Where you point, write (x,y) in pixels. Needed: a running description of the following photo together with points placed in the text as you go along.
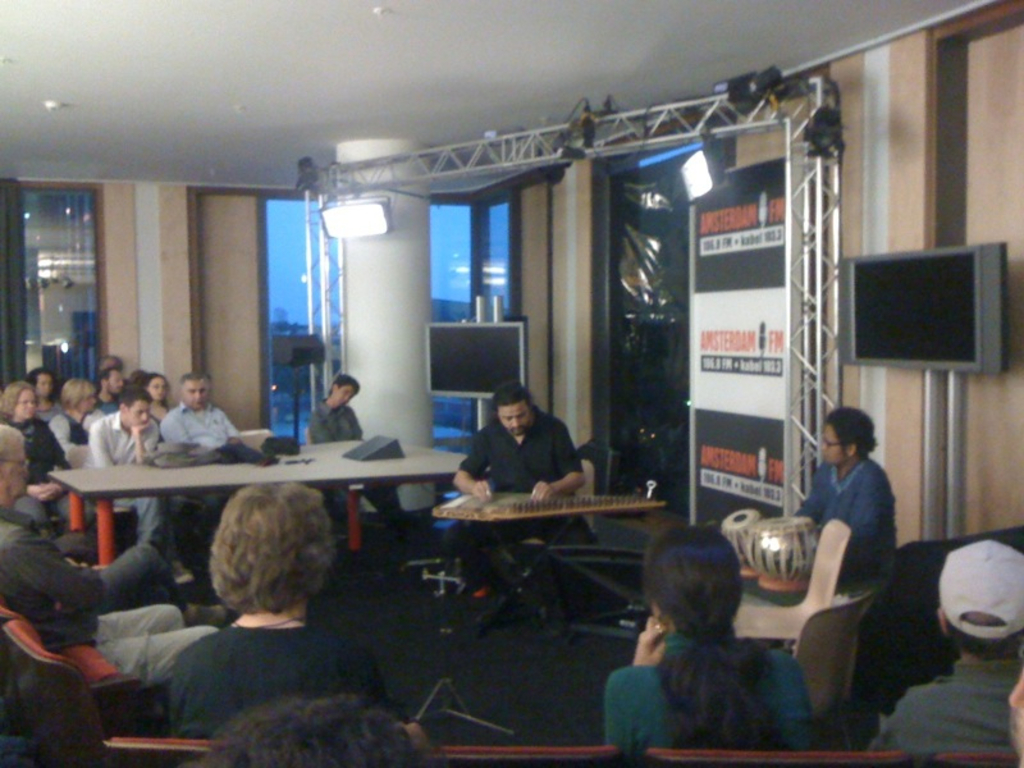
There are people (187,377) sitting on the chairs (820,586) in the foreground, there is a person (828,489) sitting in front of drums (813,534) and a screen (928,298) on the right side (886,342). There are spotlights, posters (705,194), glass windows (499,276) and a screen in the background area (493,281).
